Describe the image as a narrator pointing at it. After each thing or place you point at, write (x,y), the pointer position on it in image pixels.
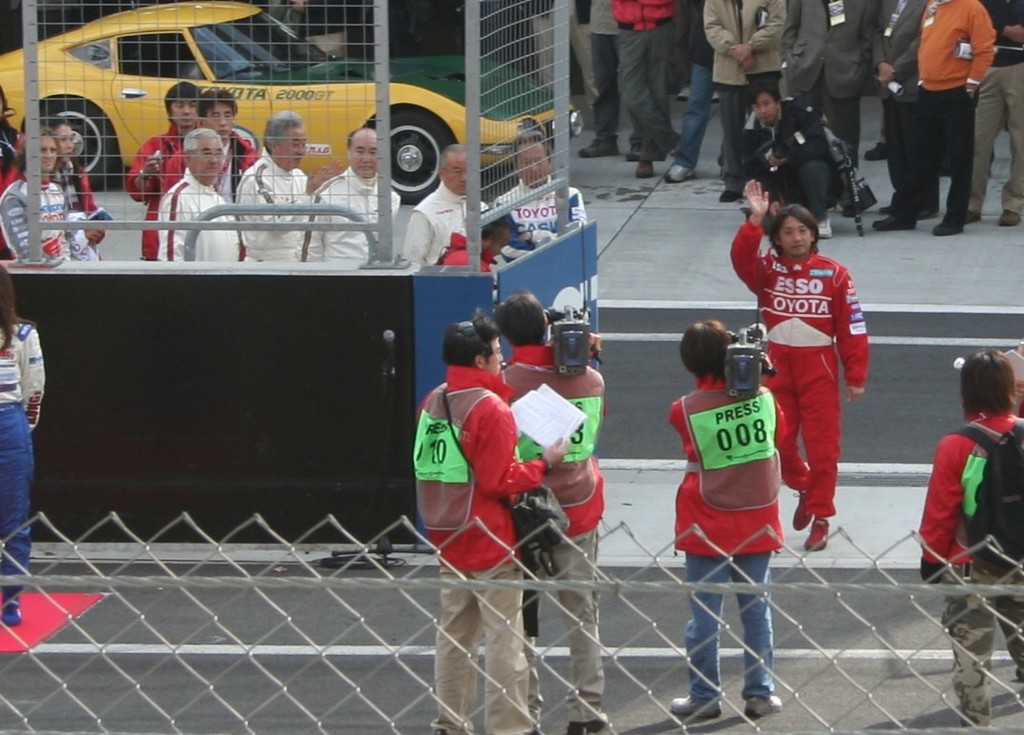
This picture is taken beside the road (664,456). Towards the right bottom (966,510), there are people (794,393) wearing red jackets (501,467). Among them, two (731,422) of them are holding cameras (764,343) on the shoulders (549,373). At the bottom (608,661), there is a metal fence (474,598). Towards the left (34,424), there is a woman (10,440). On the top left (181,117), there are people (1,89) in white jackets (195,202) and red jackets (182,169). Behind them, there is a car (334,67) in yellow color. At the top right (739,90), there are people (818,154) staring at them.
